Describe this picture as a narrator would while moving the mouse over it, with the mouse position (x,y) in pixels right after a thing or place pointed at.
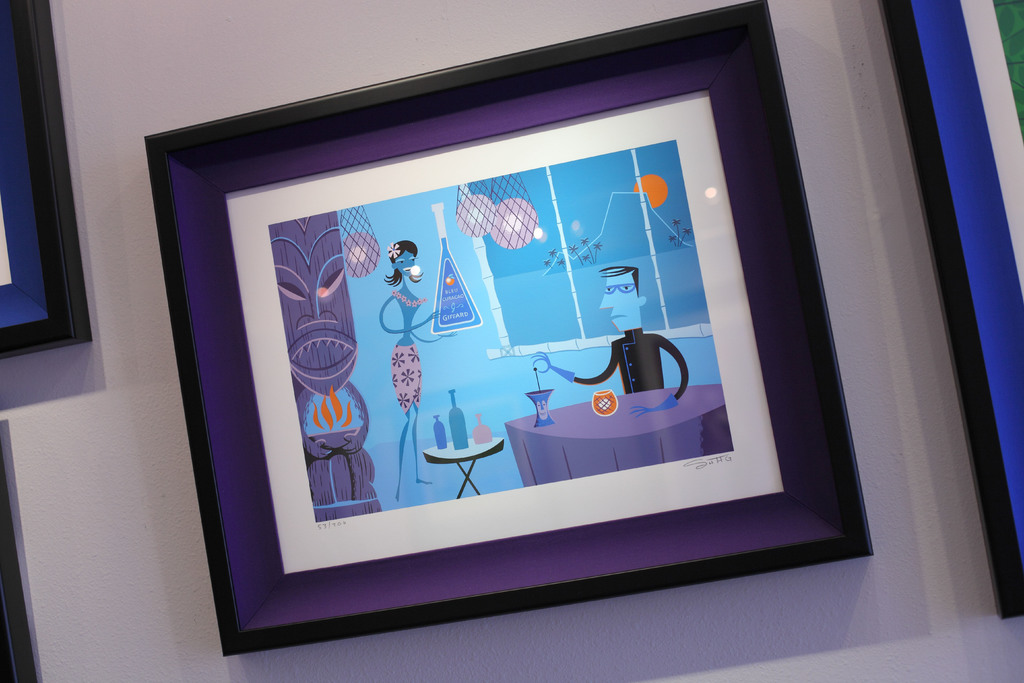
In this picture we can see photo frames (773,563) on the wall (184,586), on one frame (809,491) we can see cartoon images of people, here we can see tables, bottles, balloons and some objects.
